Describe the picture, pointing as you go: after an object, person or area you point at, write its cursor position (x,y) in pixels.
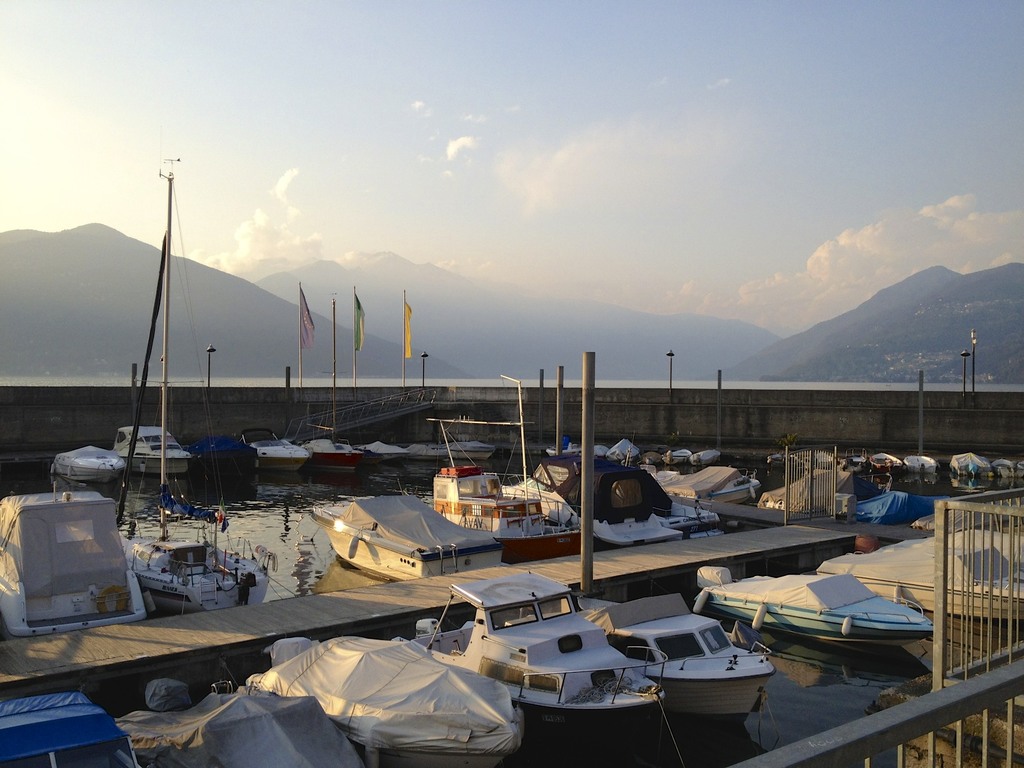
There are many boats (444,523) in the water (801,697). And some boats (378,682) are covered with sheets (395,533). Also there are many poles (591,375). In the back (597,403) there's a wall (219,413). Near to that there are flags (310,328) with poles (301,346). Also there are railings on the right side (953,663). In the background (273,376) there is water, hills (434,268) and sky (440,225) with clouds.
